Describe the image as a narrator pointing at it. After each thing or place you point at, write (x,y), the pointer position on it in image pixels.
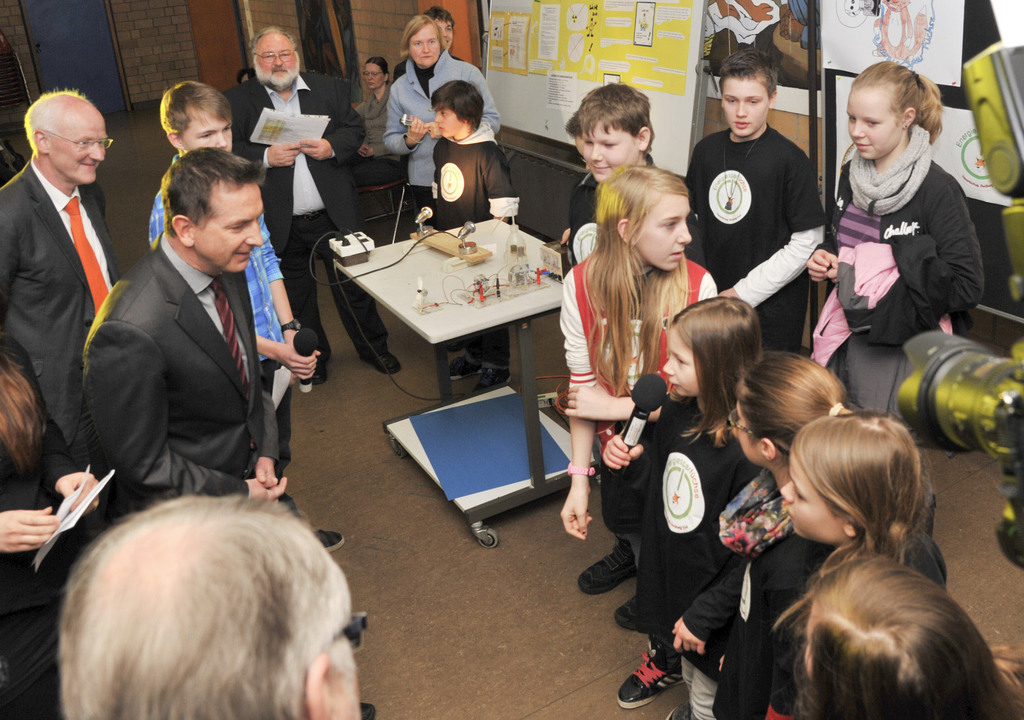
In this picture we can see a group of people (211,243) standing where one girl (648,535) is holding mic (643,429) in her hand (614,463) and talking and some are holding papers (298,125) in their hands (60,482) and here on table (393,244) we can see wires (536,275) and in background (550,59) we can see wall (963,95) with posters (906,22).
